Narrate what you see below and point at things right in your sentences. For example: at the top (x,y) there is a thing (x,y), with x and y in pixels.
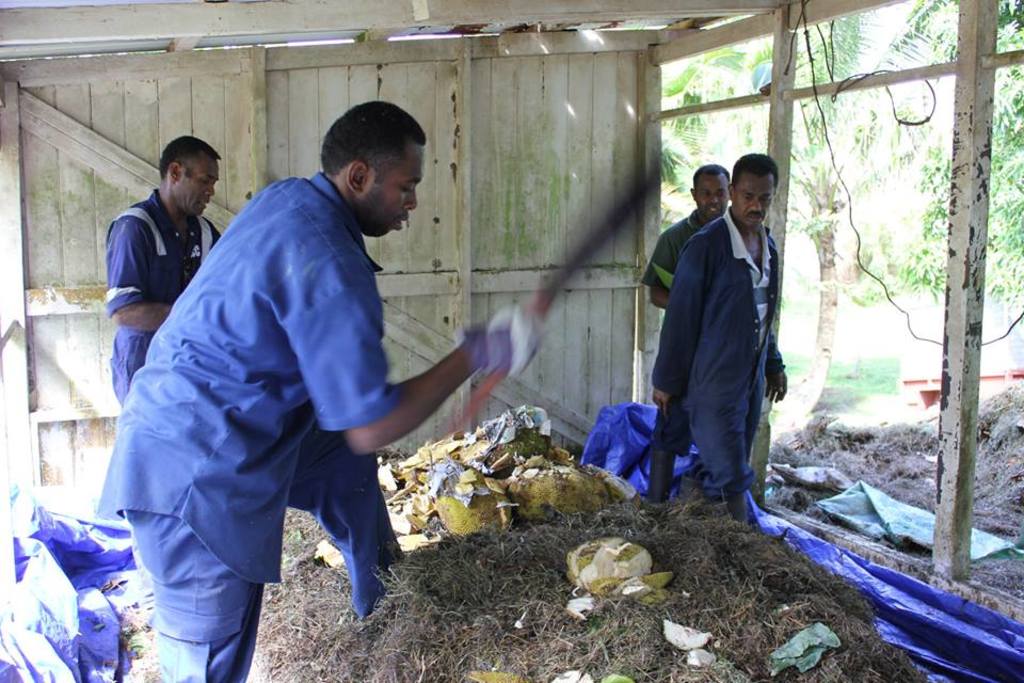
In this image persons (159,617) are standing on the grass (681,598). On top of the grass (496,537) there is a peel (462,461) of a fruit (553,484). At the back side (395,342) there is a door (496,199). At the right side of the image (876,284) there are trees (895,244).
